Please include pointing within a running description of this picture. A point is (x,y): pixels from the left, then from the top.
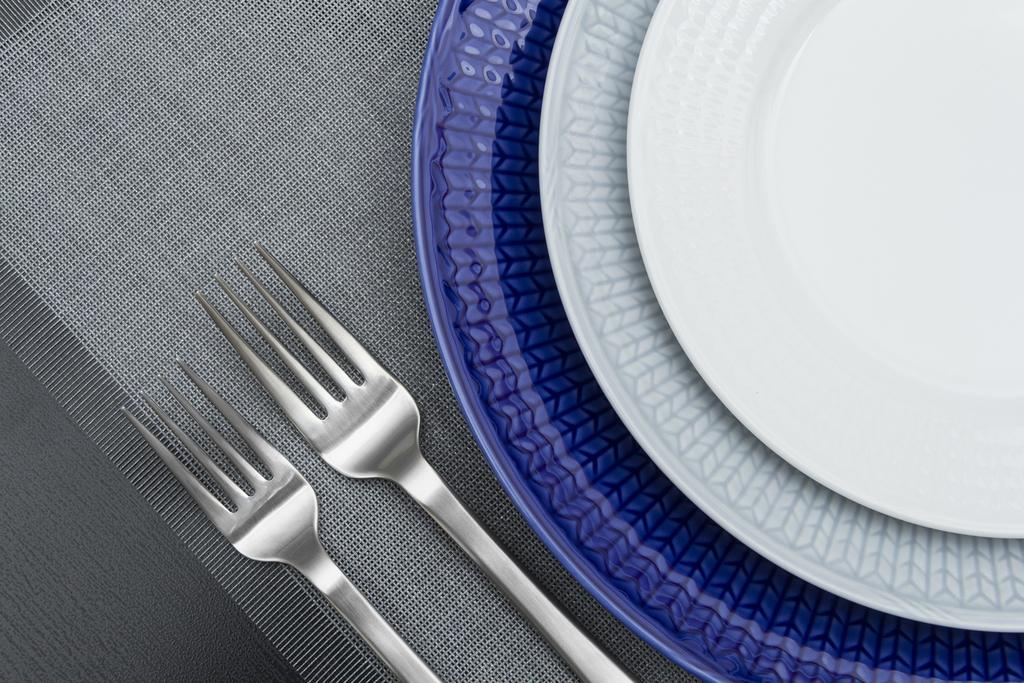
In this image I see the plates (807,198) which are of violet and white in color and I see 2 forks (302,416) over here and all these things (741,2) are on the white and grey color surface (202,286).
